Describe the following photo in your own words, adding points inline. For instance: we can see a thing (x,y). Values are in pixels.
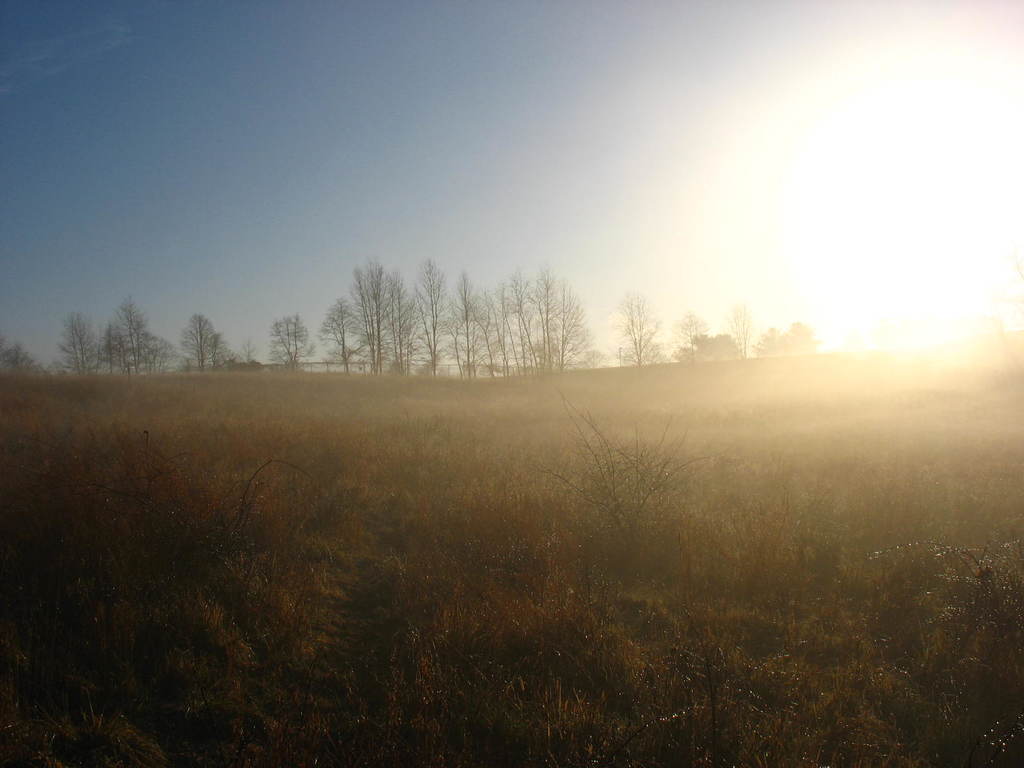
In the image we can see there is a ground (421,618) covered with dry plants (453,517) and there are lot of trees (519,350).
